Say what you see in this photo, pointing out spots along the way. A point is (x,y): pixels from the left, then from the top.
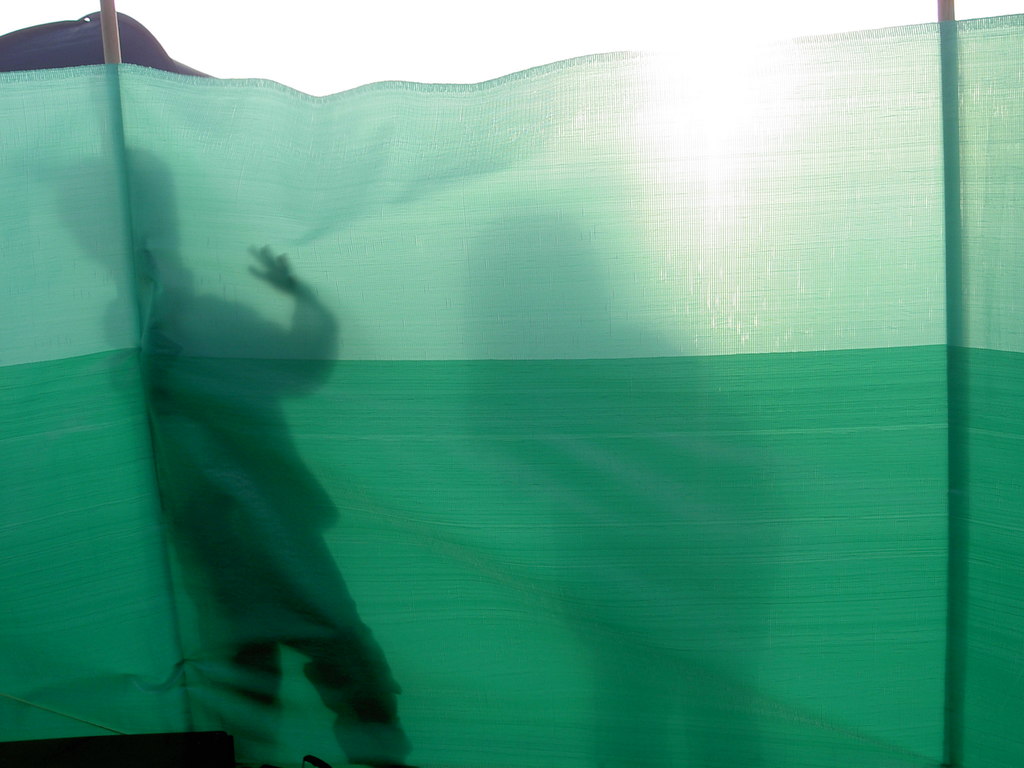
In this image I can see green colour cloth (261,221) and I can also see shadows (392,685).
